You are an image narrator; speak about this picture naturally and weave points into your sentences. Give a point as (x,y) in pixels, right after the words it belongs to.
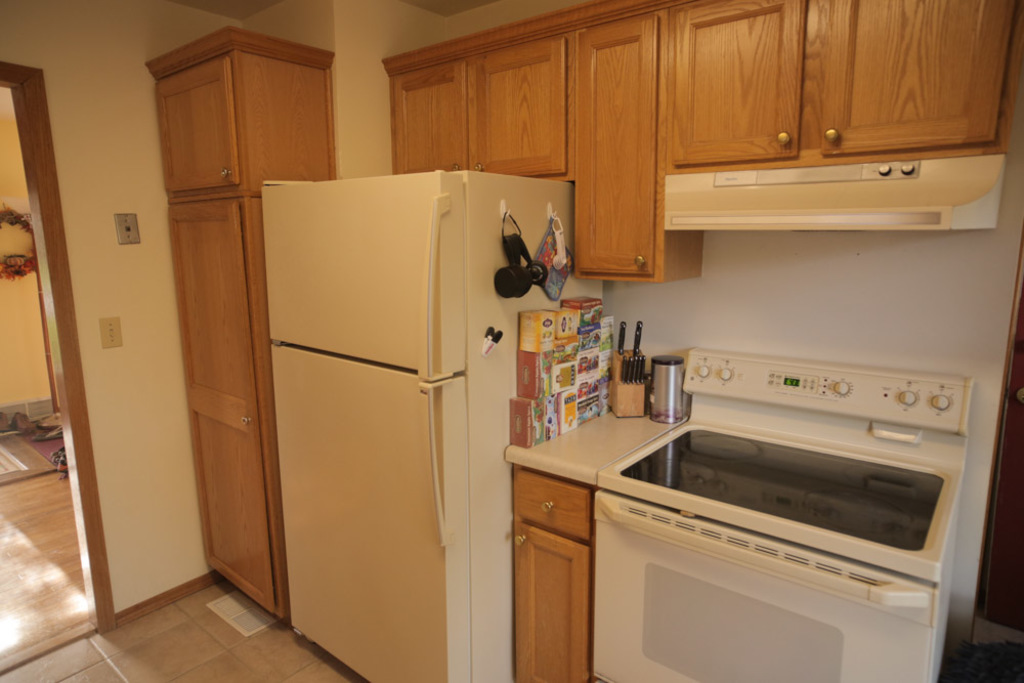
In this image, we can see the interior view of a room (548,153). We can see a fridge (448,382) and some cupboards (633,146). We can also see the wall (199,564) and a white colored object (784,511). We can see some objects (585,371) like a container (662,387) and some boxes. We can see the ground (161,635) with a mat (46,453) and some objects (46,437).
